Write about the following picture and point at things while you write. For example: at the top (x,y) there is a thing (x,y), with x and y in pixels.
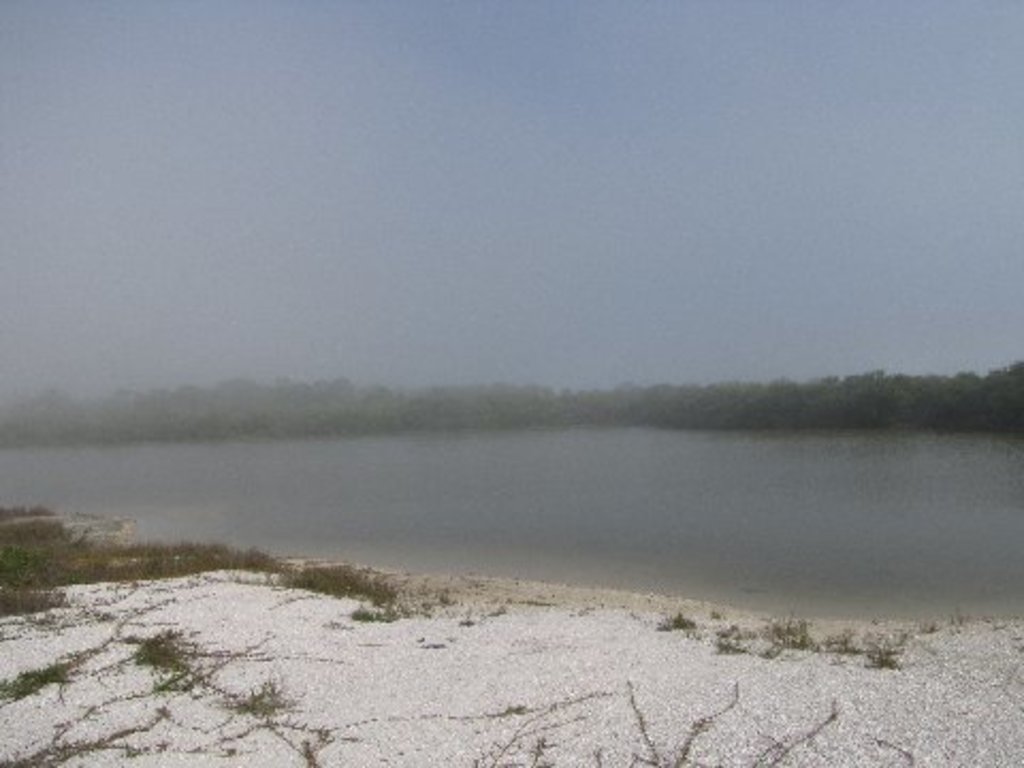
In the foreground (304,730) we can see the sand (449,638). Here we can see the grass (108,578) on the left side (23,555). In the background (370,537), we can see the water (537,457) and trees (351,399). This is a sky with clouds (296,366).
